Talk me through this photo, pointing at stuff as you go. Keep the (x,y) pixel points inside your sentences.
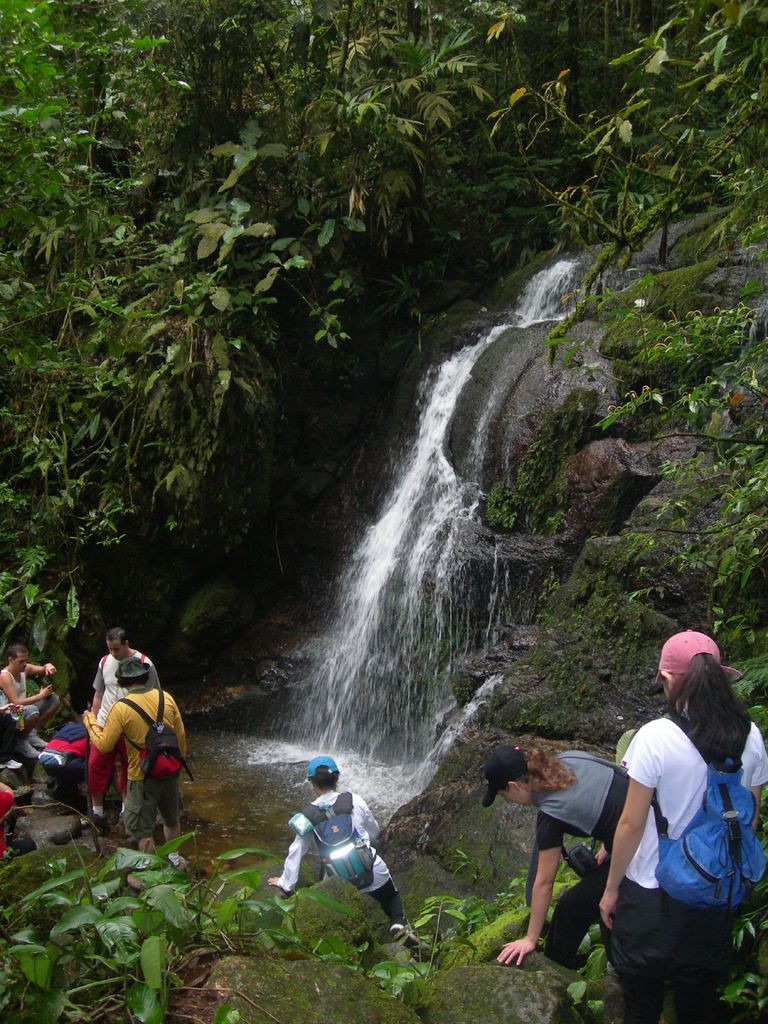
In this image we can see waterfalls (475,496). In the top left (132,254), we can see a group of trees (174,137). At the bottom (111,750) we can see few persons (85,758) and rocks (492,996). On the right side (714,477), we can see few plants (714,598).
